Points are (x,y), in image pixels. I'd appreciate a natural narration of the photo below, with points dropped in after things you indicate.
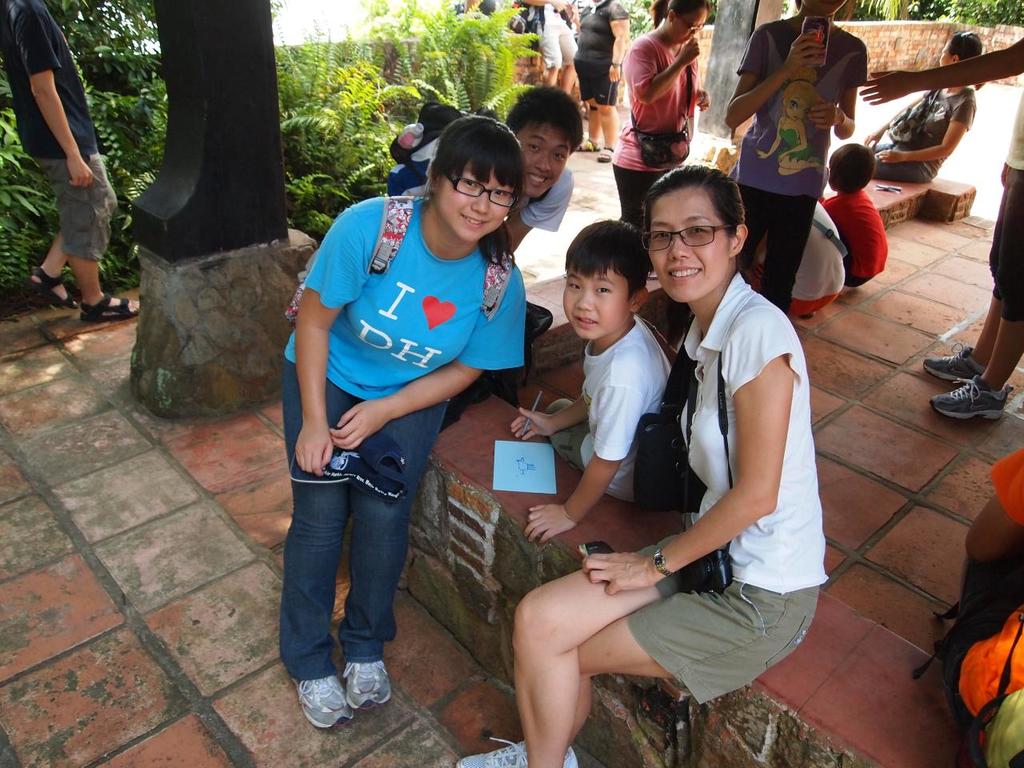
In this image in front (675,652) few people (634,430) are sitting on the platform (650,526). Behind them there are pillars (724,14). At the backside of the image (582,87) there are few people (596,82) standing on the floor (594,152). At the bottom of the image (155,639) there are tiles (108,549). In the background of the image (372,94) there are plants (345,68).
